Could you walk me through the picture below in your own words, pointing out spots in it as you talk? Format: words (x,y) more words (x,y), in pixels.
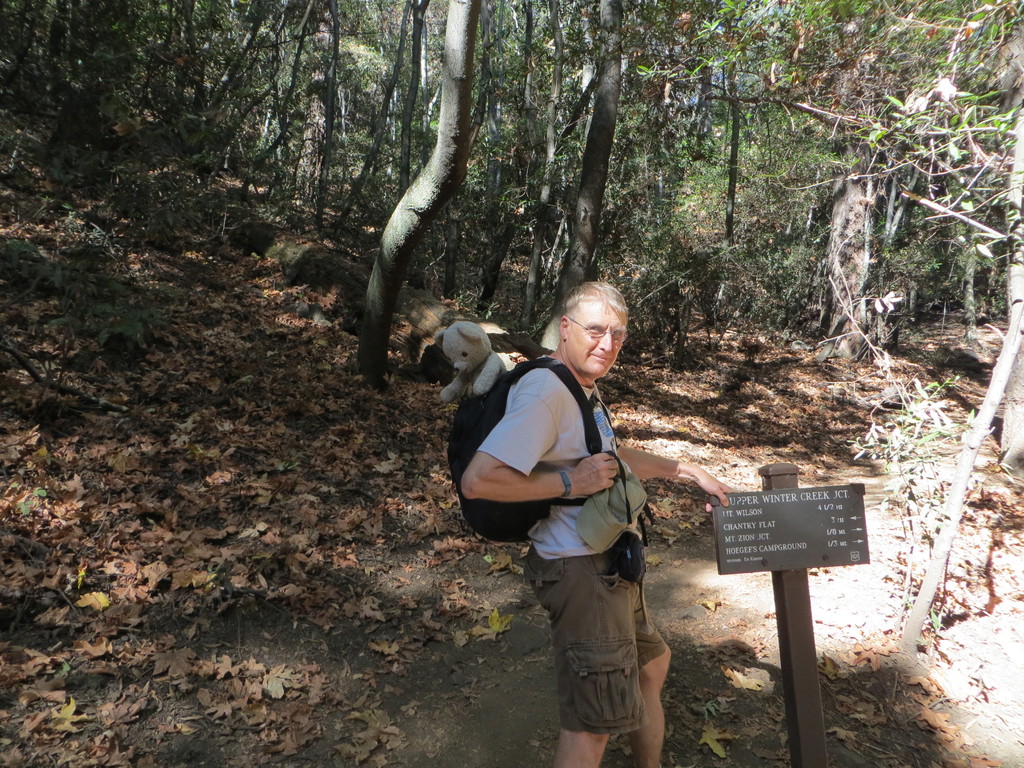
In this picture there is an old man (557,439) wearing white t-shirt (552,414) and standing in the forest (48,403) and giving a pose to the camera. Beside there is a sign board (775,538). In the background (498,156) there are some trees (348,167) and dry leaves (128,479).
